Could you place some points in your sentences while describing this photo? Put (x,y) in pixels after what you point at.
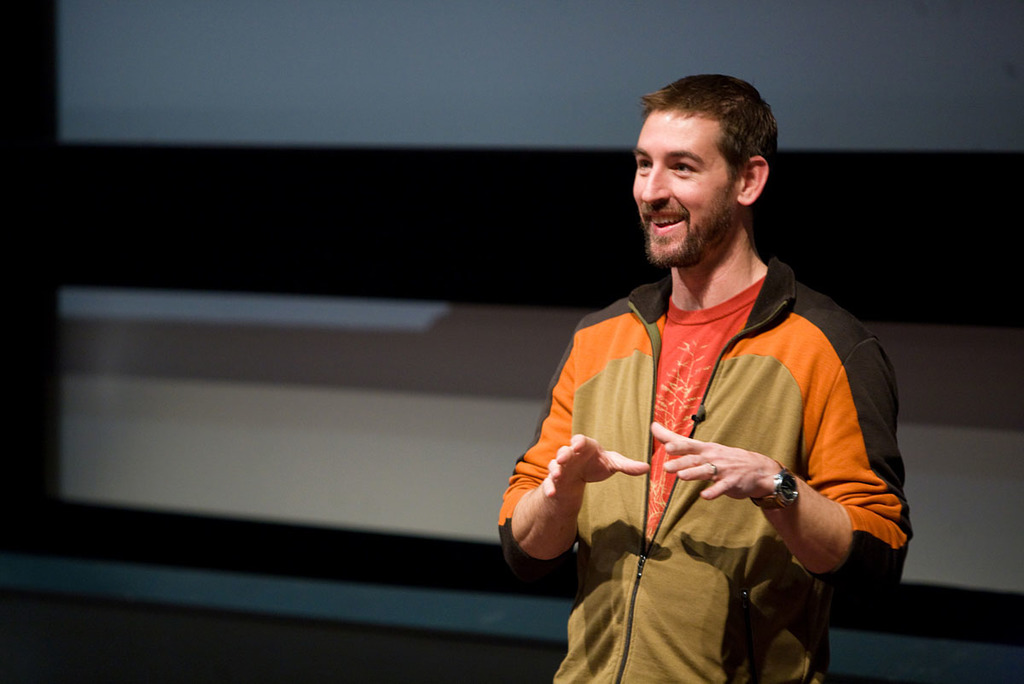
In the foreground of this image (710,381), there is a man (775,383) standing and he looks like he is talking something. In the background (286,282), we can see the wall (440,321).
